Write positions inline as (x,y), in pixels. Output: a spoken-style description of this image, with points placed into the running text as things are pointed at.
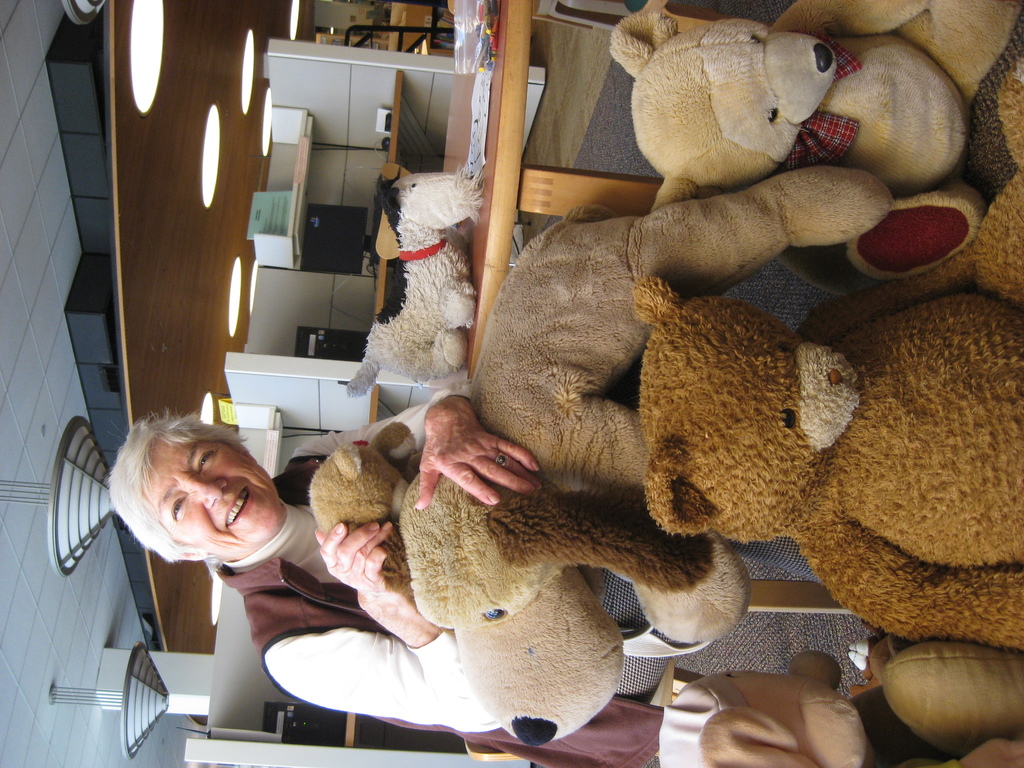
In this image, we can see an old person (408,688) is sitting on the chair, holding toys (511,555) and smiling. On the right side (941,510), we can see few toys (894,547) are on the floor (839,648). Background (355,224) we can see desks (332,291), monitor (344,246), CPUs (312,741), few objects (383,192), table (501,156), rods (388,41). Left side of the image (217,339), we can see the ceiling (159,346) and light (141,708). Here we can see a pillar (185,682).
